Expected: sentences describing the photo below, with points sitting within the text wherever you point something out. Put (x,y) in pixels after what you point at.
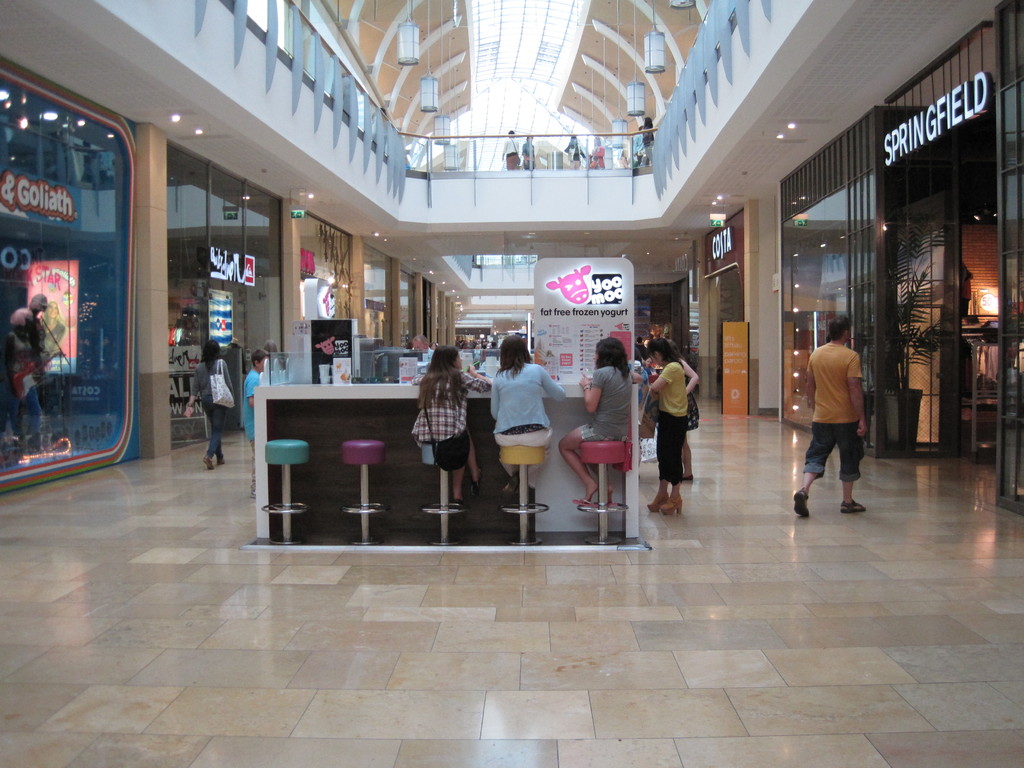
These three persons (443,435) are sitting on the chair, few persons (682,407) are standing and these two persons (853,383) are walking. This is floor (654,643). In front of these three people (479,378) we can see table (419,387) and board (576,341). On the top (646,144) we can see few persons (598,141) are standing and this person (206,381) wear bag (221,392).
